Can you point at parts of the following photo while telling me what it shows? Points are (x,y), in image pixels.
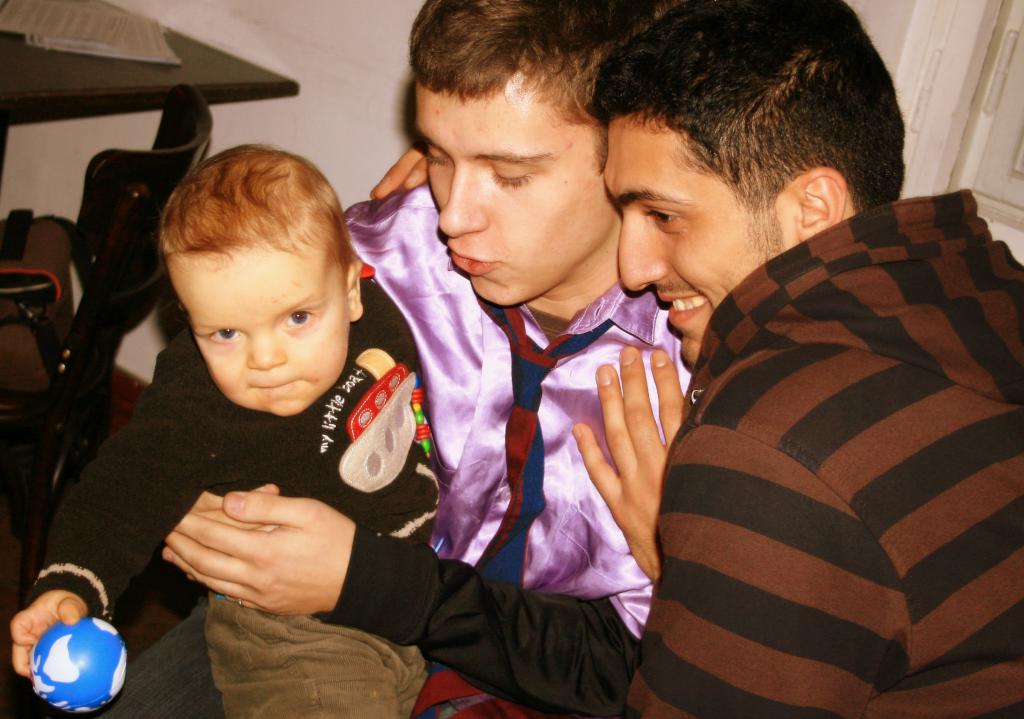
In this picture I can see the two men (441,183) on the right side (690,318), there is a boy (242,176) holding the ball (118,645) on the left side (329,402).
